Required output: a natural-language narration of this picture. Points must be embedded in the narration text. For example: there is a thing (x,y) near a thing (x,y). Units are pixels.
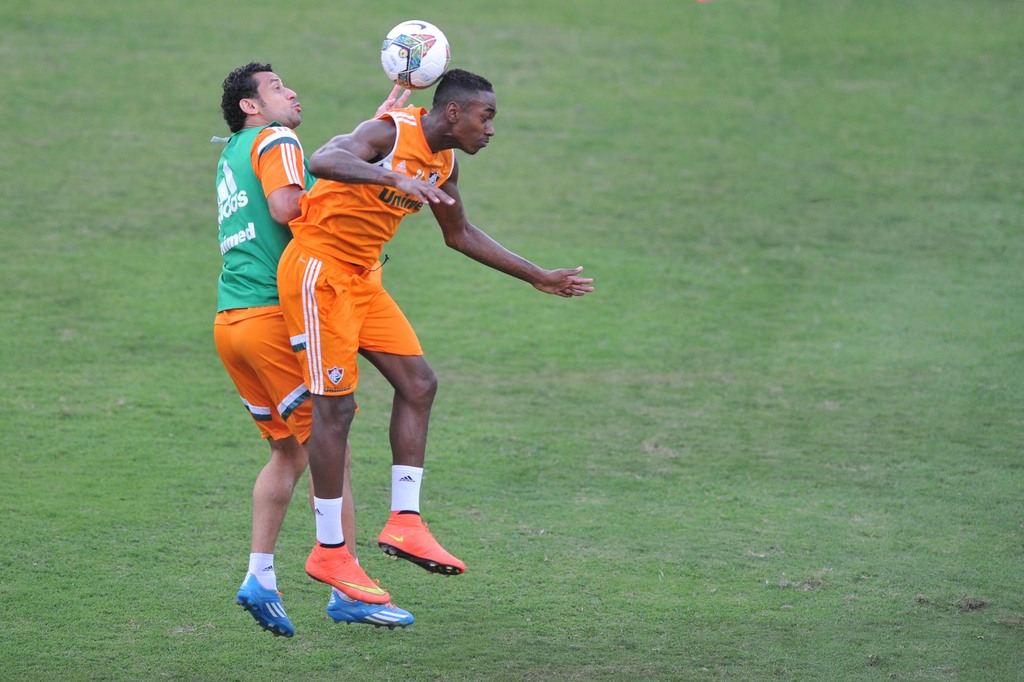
In this picture there is a man (424,140) who is wearing orange dress (327,231). Here we can see another man (261,322) who is wearing green t-shirt (264,237), short (225,332) and blue shoes (350,610). Both of them jumping to hit the football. At the bottom (500,559) we can see the grass (559,646). In the background (912,259) we can see the football ground (911,213).
